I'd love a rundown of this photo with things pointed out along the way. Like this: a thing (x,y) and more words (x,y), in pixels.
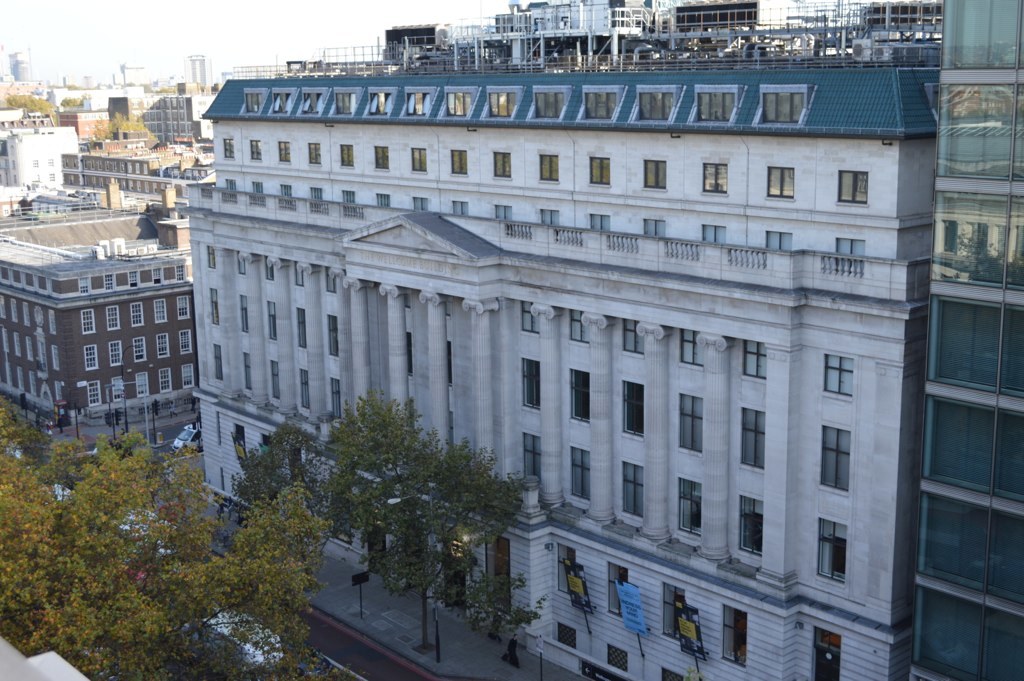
In this picture we can see buildings (194,223), on the left side (181,581) there are some trees (131,588), we can see poles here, there is a vehicle (186,442) here, there is the sky (194,30) at the top of the picture (172,19), at the bottom (623,621) there are some boards (629,604).
